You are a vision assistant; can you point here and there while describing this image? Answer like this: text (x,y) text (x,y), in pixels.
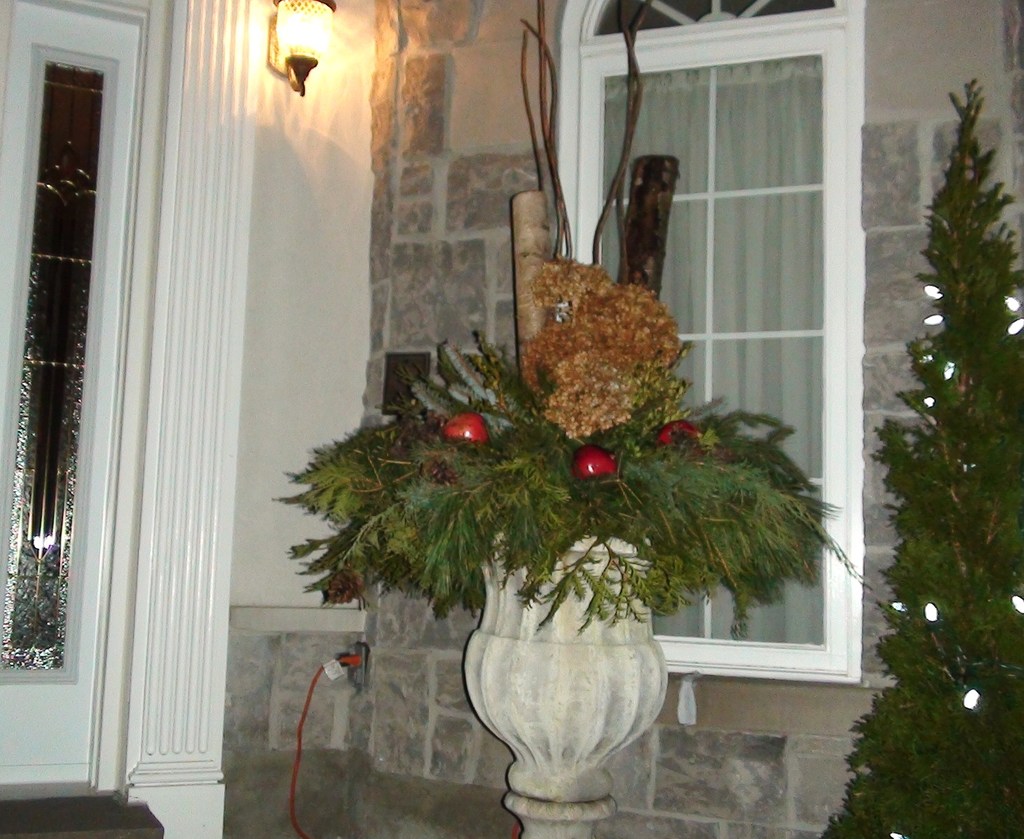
This is a flower pot (608,618) with a plant (569,489) and red colored balls (581,456) in it. I think these are the wooden sticks (657,240). This looks like a tree (980,460). Here is the window (760,227) with the glass door (747,331). I think this is the curtain (748,305) hanging to the hanger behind the window (755,69). This is the lamp (331,6) attached to the building wall (250,73).
